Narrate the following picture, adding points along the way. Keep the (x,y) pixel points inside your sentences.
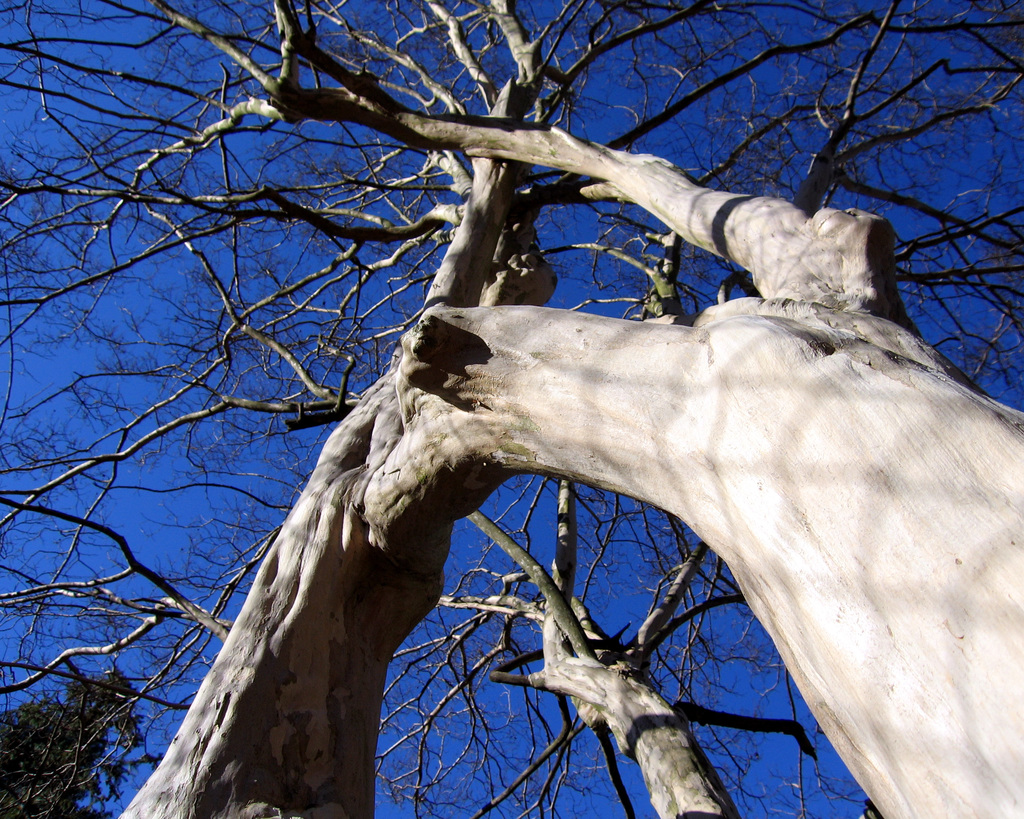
In the foreground (445,399) I can see a tree (596,630) and the sky (500,689). This image is taken during daytime.
